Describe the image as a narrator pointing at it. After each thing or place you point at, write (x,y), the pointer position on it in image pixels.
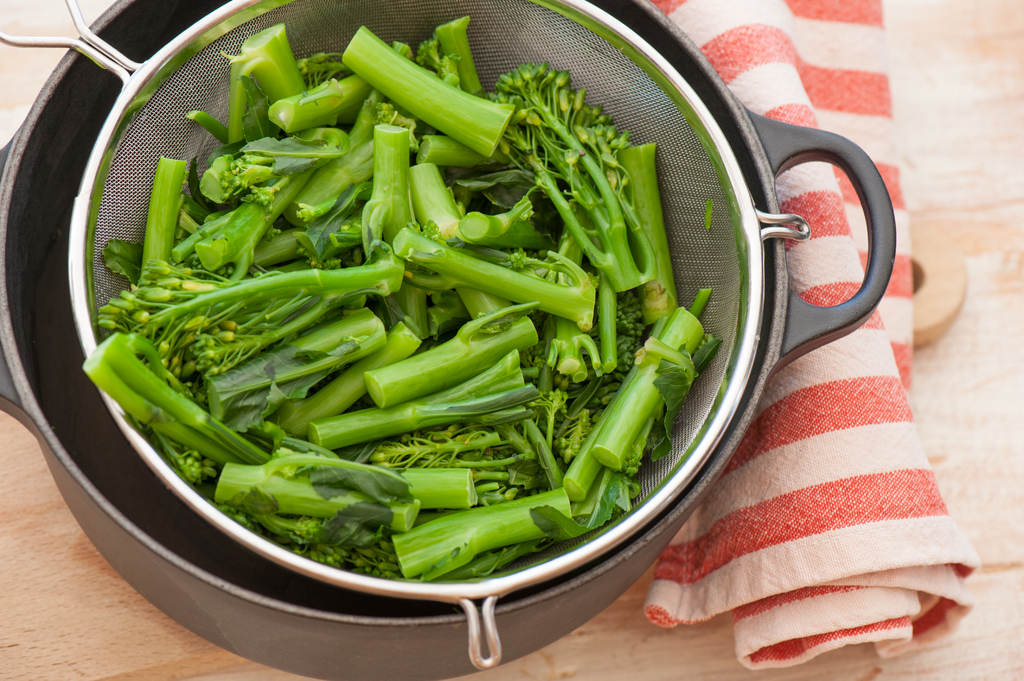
In this image we can see a sieve (146,199) containing broccolini (315,261). At the bottom (238,628) there is a pot (151,567) and a napkin (796,498) placed on the wooden surface (578,645).
